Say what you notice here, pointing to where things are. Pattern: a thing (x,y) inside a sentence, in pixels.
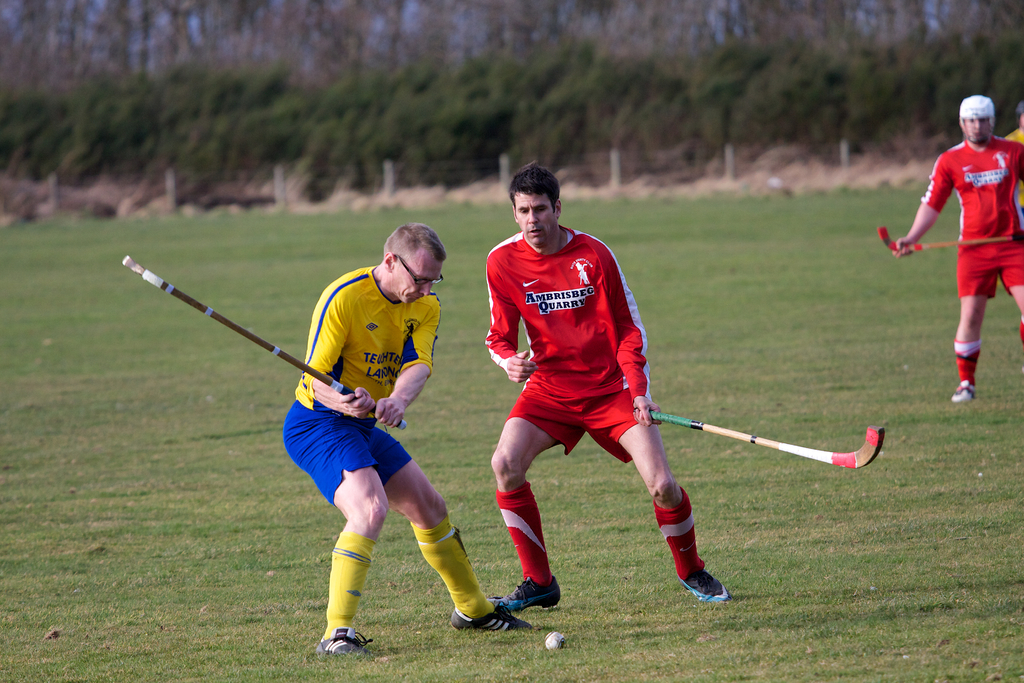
In the picture we can see group of persons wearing sports dress (515,414) playing hockey and in the background of the picture (232,107) there are some trees (342,170).
